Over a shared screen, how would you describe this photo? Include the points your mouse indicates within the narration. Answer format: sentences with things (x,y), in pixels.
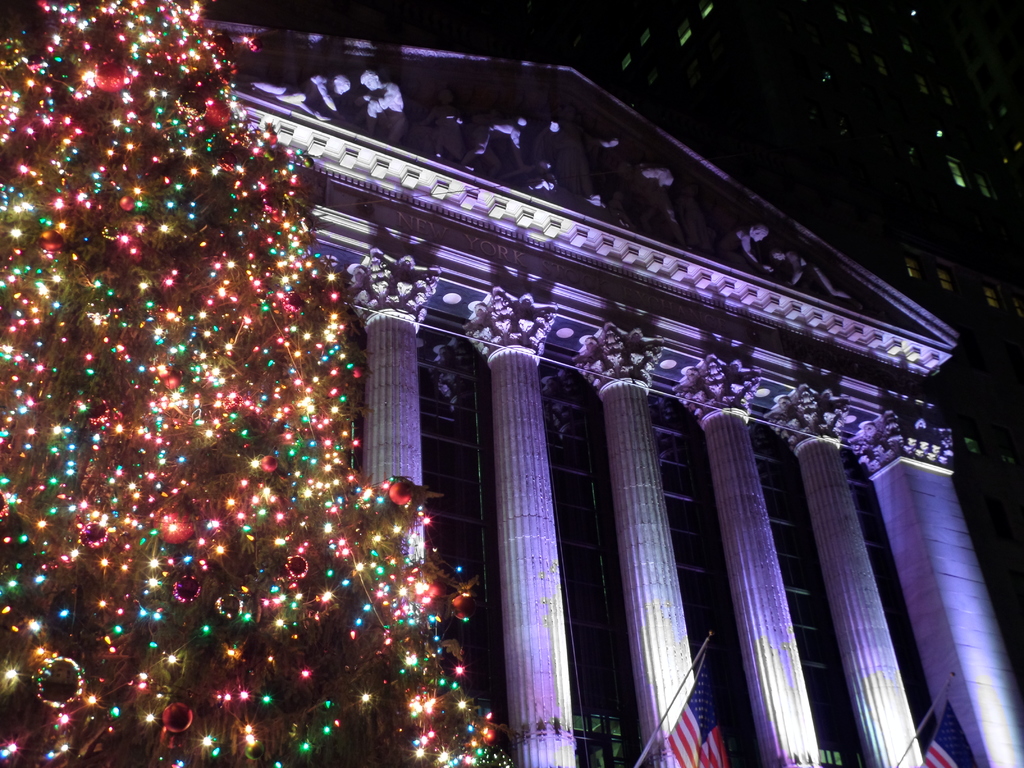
On the left side (153,454), we see a Christmas tree (227,557) which is decorated with lights (249,420). At the bottom of the picture (724,752), we see two flags (701,725) which are in white, red and blue color. Behind that, we see pillars (617,452) and a building (691,200) in white color. At the top of the picture (867,84), it is black in color. This picture is clicked in the dark.
